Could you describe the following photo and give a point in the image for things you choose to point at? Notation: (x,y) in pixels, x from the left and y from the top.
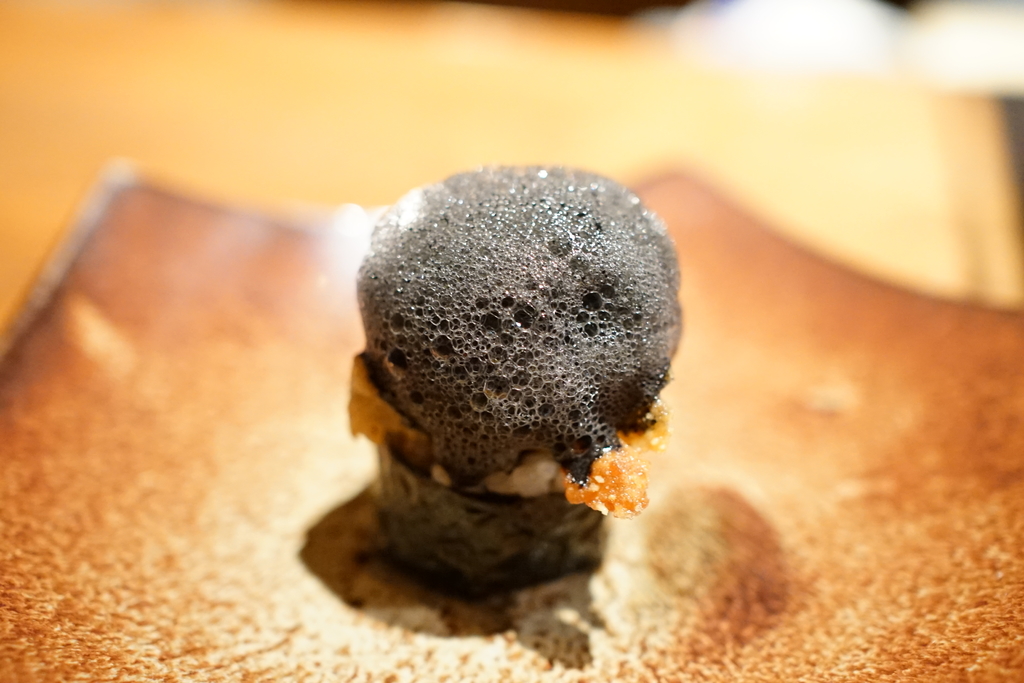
In this picture, it seems like a dessert (473,406) in the foreground area of the image (427,261) and the background (291,46) is blur.
